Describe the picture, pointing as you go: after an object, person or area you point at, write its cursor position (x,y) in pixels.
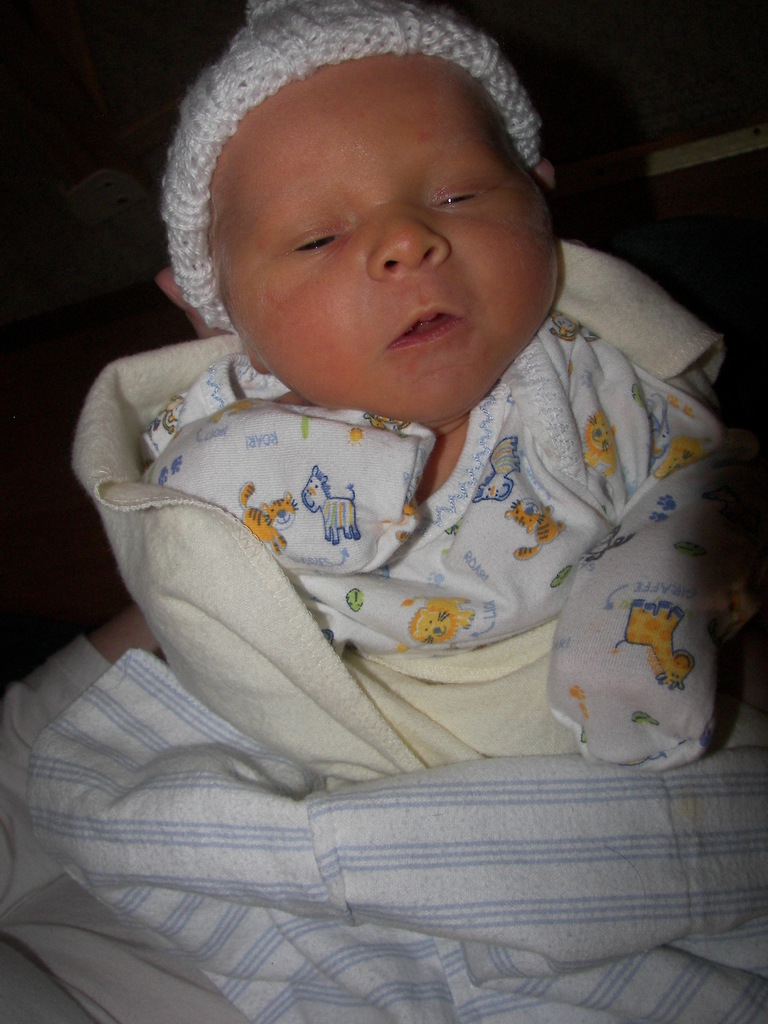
In this image I can see a baby (356,272) wearing white and cream colored clothes (377,528). I can see the black colored background (38,123).
